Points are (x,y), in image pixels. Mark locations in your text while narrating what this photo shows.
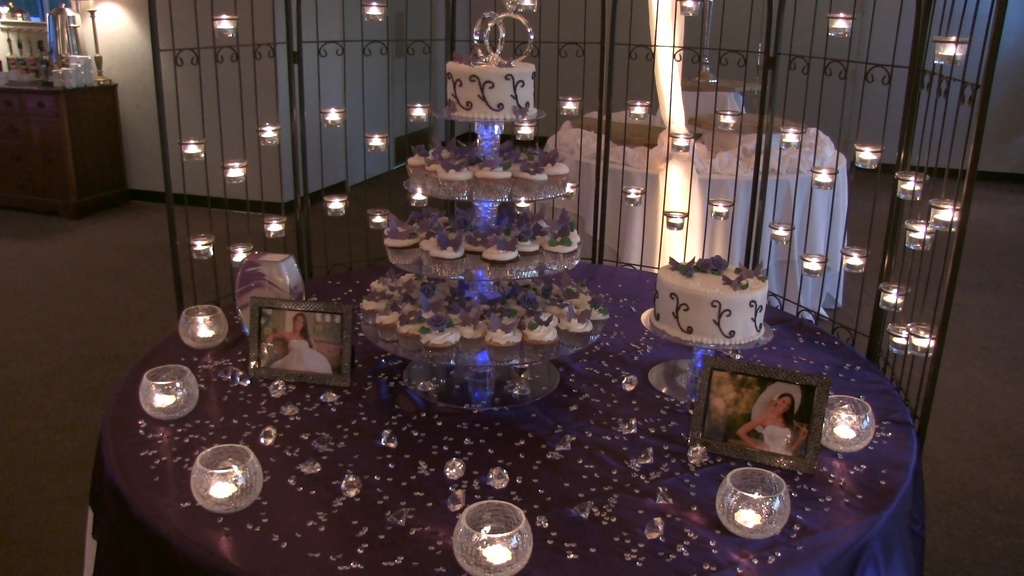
In this picture, it seems like candles (380,7), cakes (522,254) and frames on a table (472,425) in the foreground (430,388), there is a table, desk (78,102) and other objects (160,97) in the background (837,172).
